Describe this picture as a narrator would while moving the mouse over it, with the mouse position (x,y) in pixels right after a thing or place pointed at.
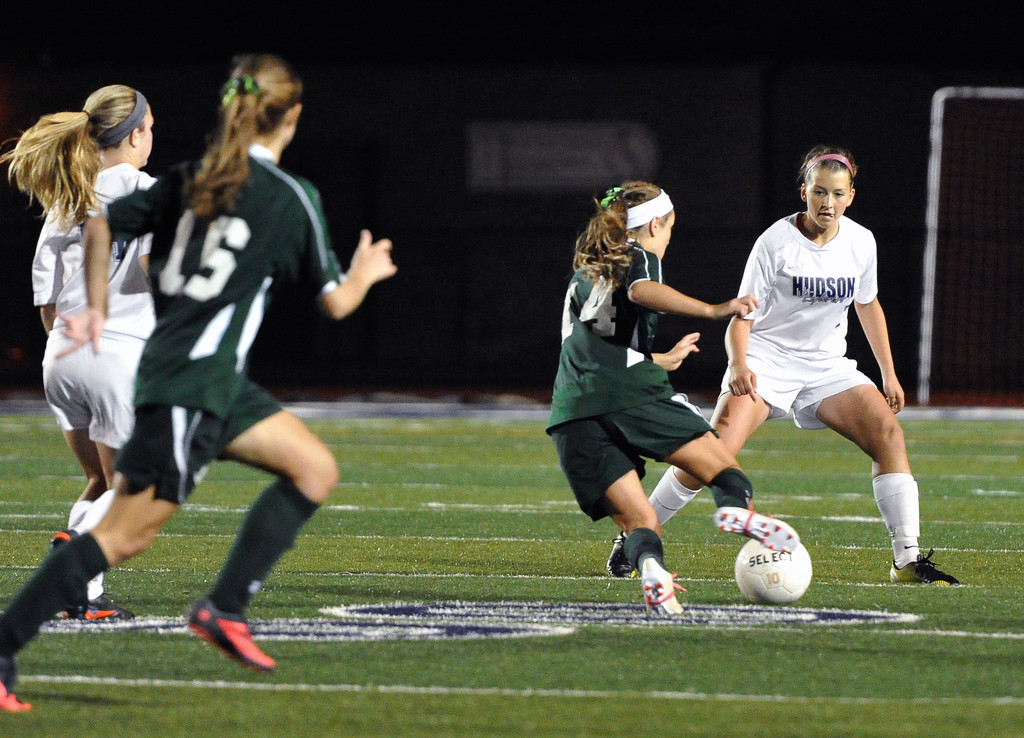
In the image there are four women (879,411) playing football game. A woman (862,412) on the right side (825,356) he wear a white t shirt (817,295) she is staring at football (786,579). In the middle (626,343) a woman (594,364) he wear a green t shirt (595,406) she is hitting a football (766,567). On the left (168,338) there are two women (149,394) there are running towards foot ball (786,592). In the background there is a net (955,296). At the bottom (452,634) there is a grass (513,563).
